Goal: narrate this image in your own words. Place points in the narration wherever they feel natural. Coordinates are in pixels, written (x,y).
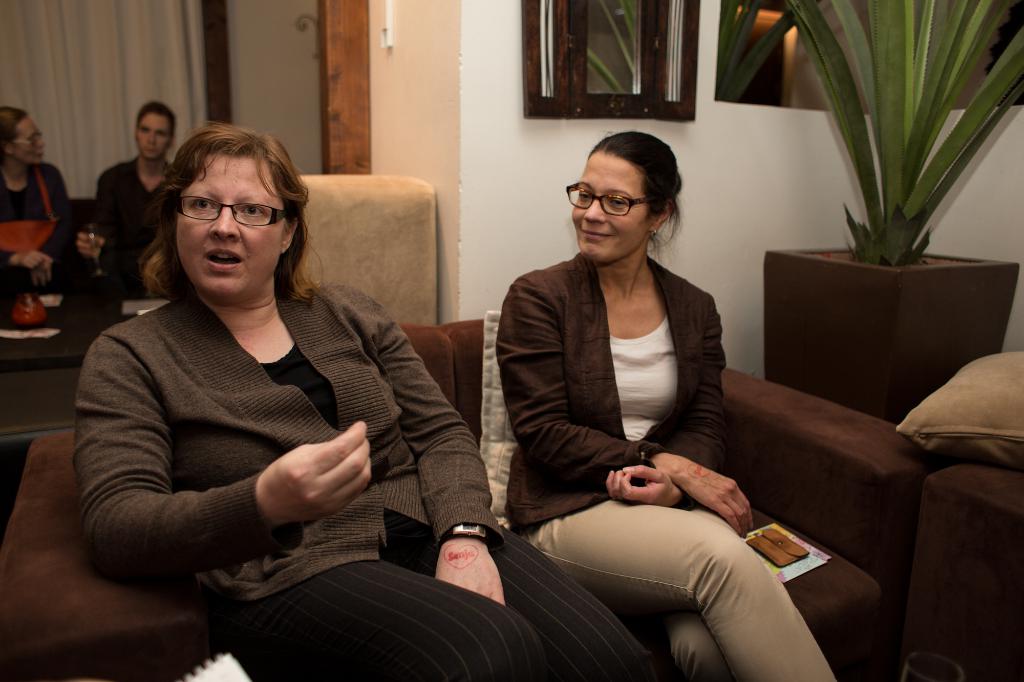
In this picture we can see four persons (646,384) are sitting on the sofa (916,489). This is pillow (989,396). And there is a plant (903,21). Here we can see a curtain (130,38) and this is wall (471,178).
